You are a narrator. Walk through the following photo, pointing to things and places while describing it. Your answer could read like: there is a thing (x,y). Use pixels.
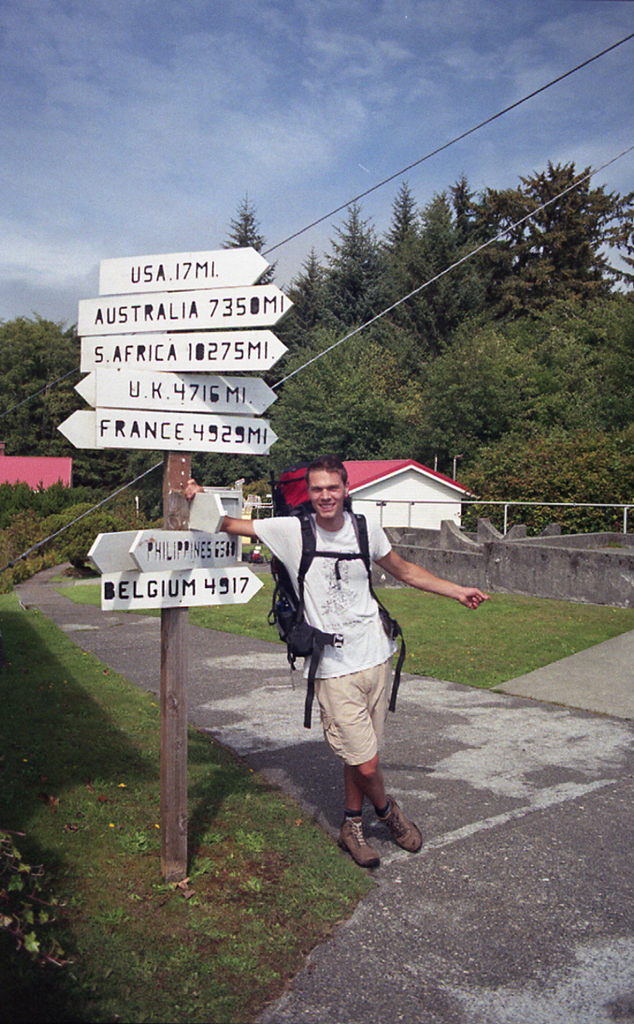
In this image there is a person (331,652) standing beside the directional board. On both right and left side of the image (190,949) there is grass (203,864) on the surface (140,882). In the center of the image (217,634) there is a road (537,768). In the background of the image (156,484) there are buildings (403,517), trees (462,291) and sky (315,86).
